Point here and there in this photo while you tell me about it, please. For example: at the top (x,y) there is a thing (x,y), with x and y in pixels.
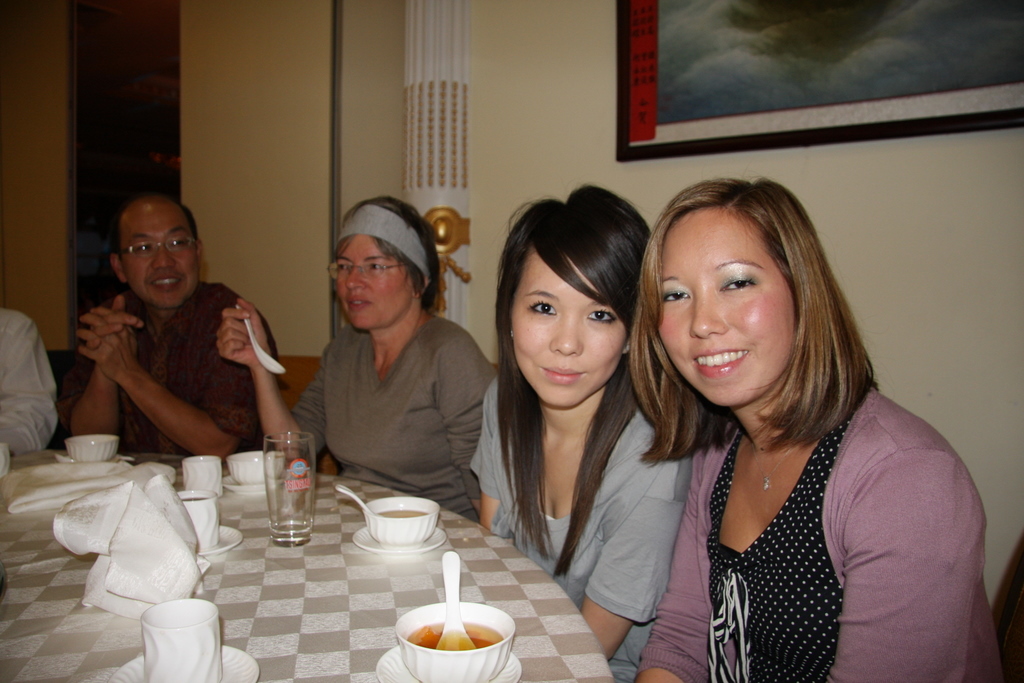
This picture shows a group of people (608,255) seated on the chairs (330,468) and we see cups (397,537) with some food (416,638) and glasses (298,446) on the table (71,681) and we see a photo frame (971,101) on the wall (616,155).
